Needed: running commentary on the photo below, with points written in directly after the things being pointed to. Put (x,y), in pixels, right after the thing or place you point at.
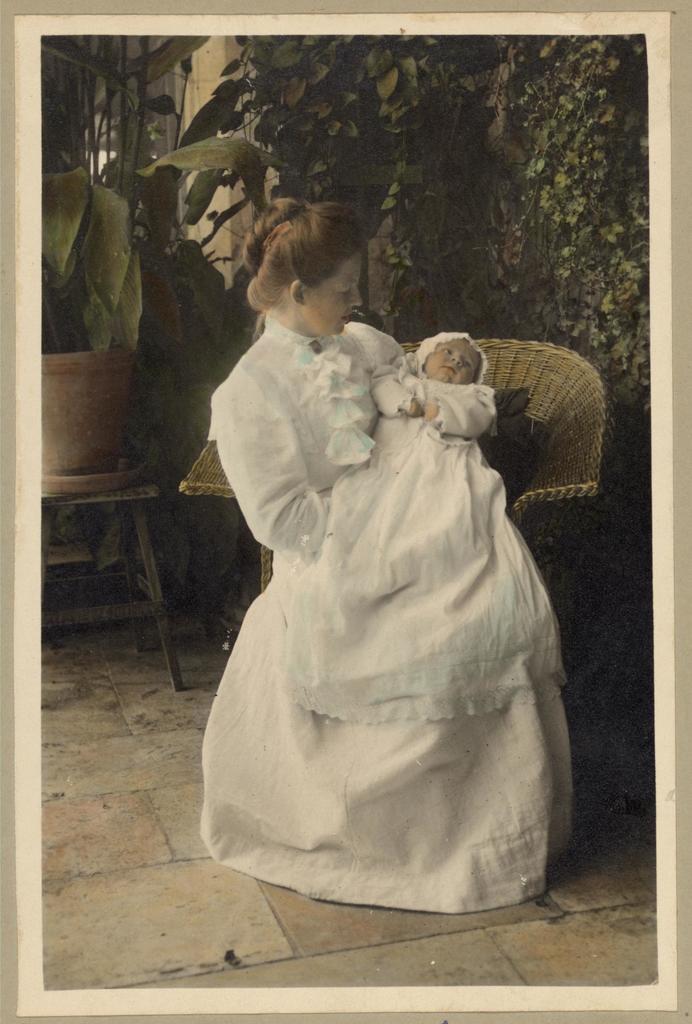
In this image in front (378,383) there is a woman (314,368) holding the baby (377,473). Behind her there is a chair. There is a table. There is a flower pot (124,385) on the table (128,616). In the background of the image (614,299) there are trees (311,125). There is a wall (228,55). At the bottom of the image (248,934) there is a floor (159,926).
